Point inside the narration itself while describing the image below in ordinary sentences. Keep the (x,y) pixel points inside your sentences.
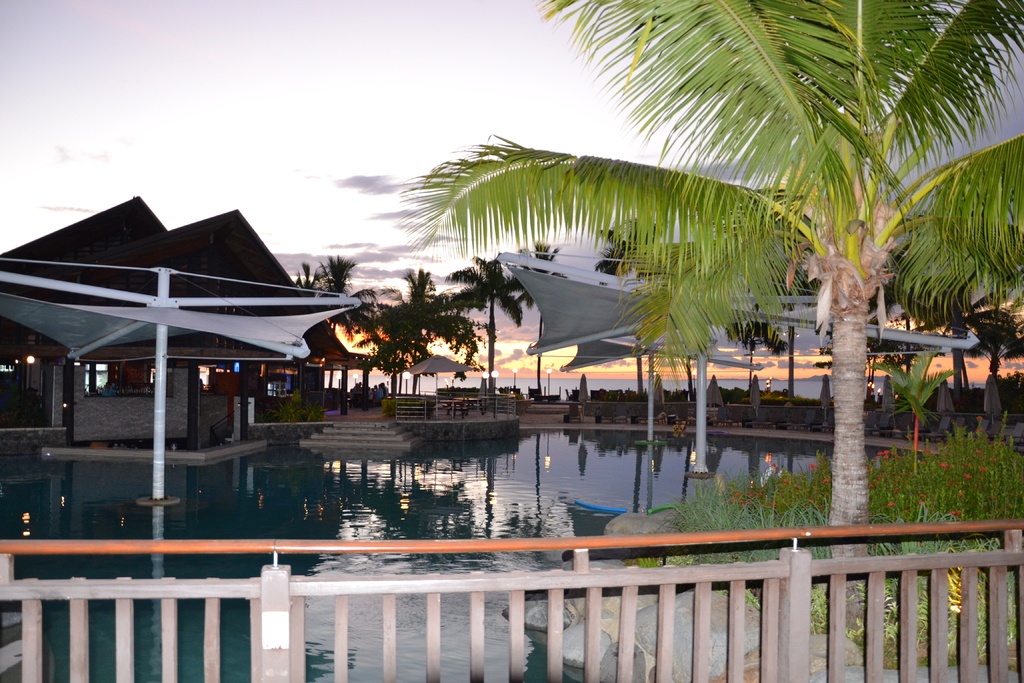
In this image I can see trees (629,227) in green color. Background (399,441) I can see a shed (188,398), stairs (378,439) and I can see few persons (381,401) sitting and sky (306,118) is in gray color.
